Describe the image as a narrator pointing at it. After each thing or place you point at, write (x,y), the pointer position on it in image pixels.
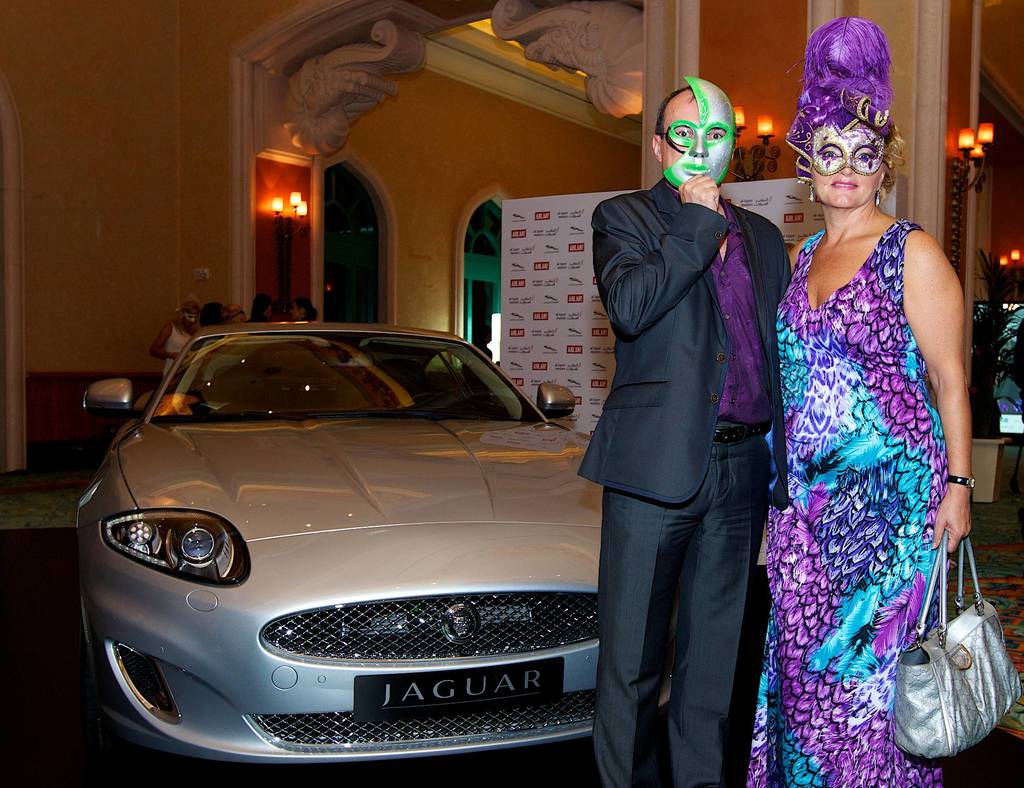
This picture shows a man (689,290) and woman (841,146) standing and woman (907,591) holding a bag (936,708) and we see masks (698,87) on their faces (858,159) and we see a car (164,644) parked and we see a building (603,77).
